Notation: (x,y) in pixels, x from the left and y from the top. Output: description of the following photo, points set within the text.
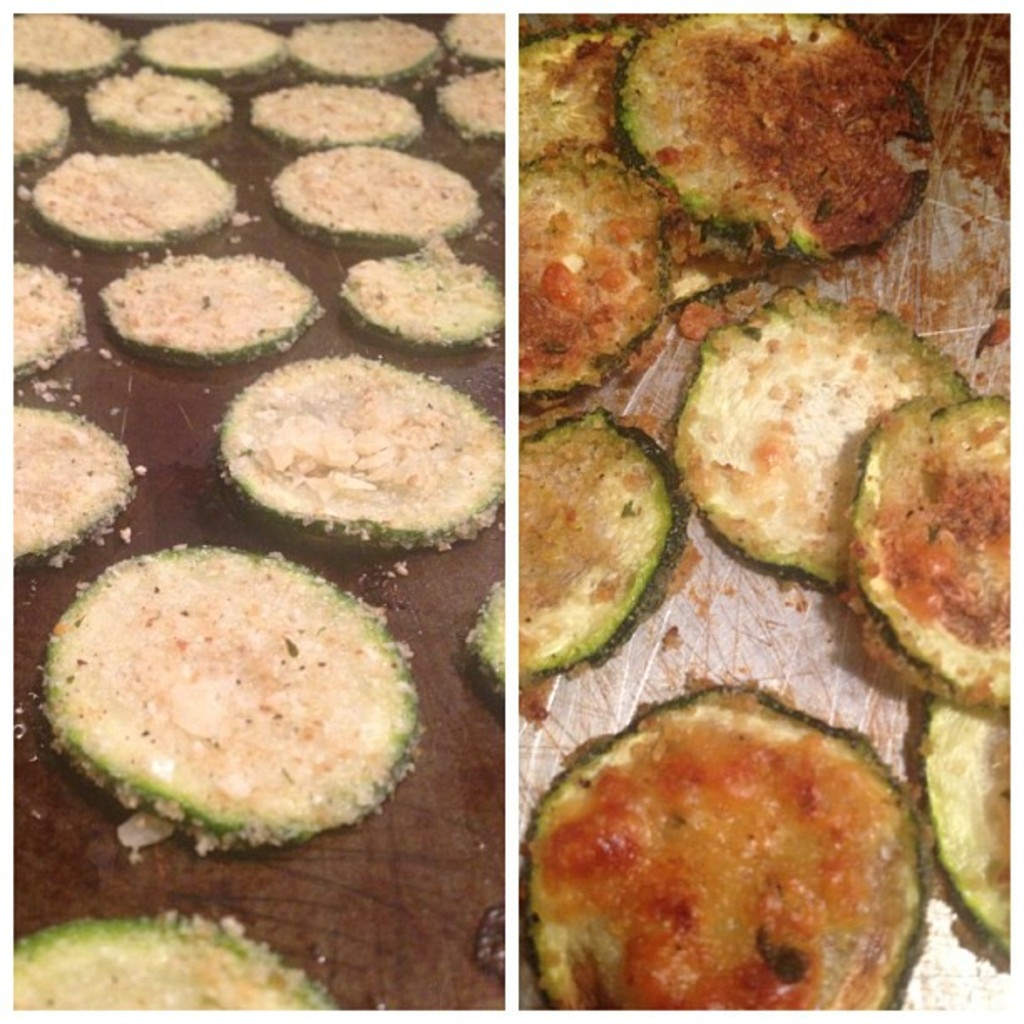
This image is a collage of two different images. To left (335,622) there are slices of a vegetables (231,456) on a baking sheet (412,859). There are spices (231,434) on the vegetables (195,279). To the right (734,513) there are cooked vegetables (770,506) on a sheet (733,652). There are spices (738,210) on it.
